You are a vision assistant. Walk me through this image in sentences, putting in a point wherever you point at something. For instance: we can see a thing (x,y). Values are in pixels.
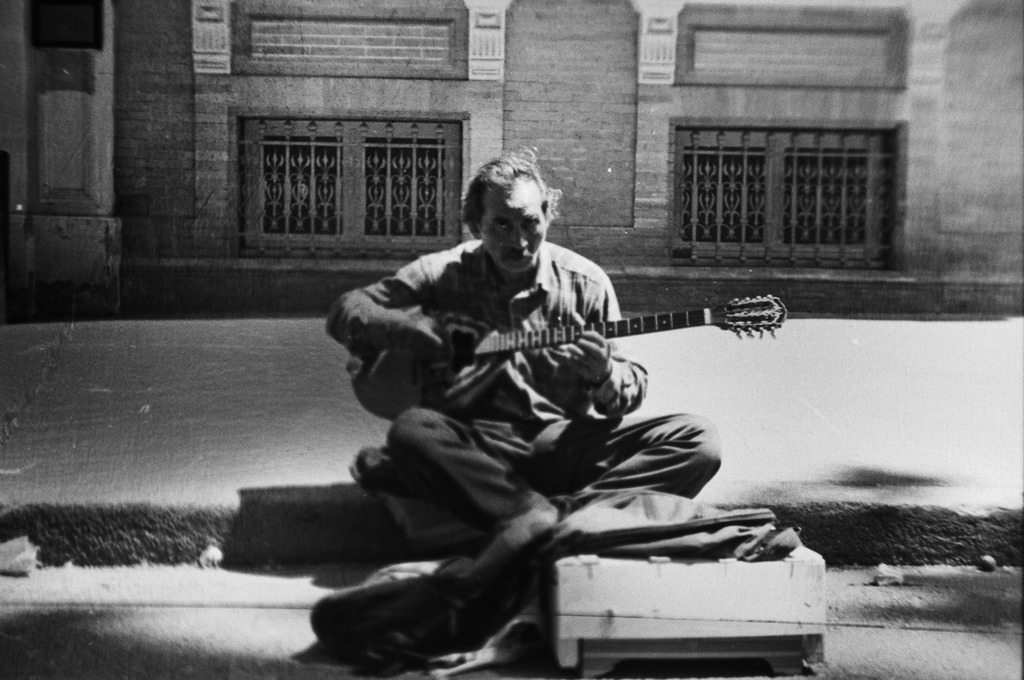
It is a black and white picture where one man (442,410) is sitting on the road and playing a guitar (580,333) in front of him there is a one wooden box (783,562) and a bag (723,552) and behind him there is one big building (308,142).
